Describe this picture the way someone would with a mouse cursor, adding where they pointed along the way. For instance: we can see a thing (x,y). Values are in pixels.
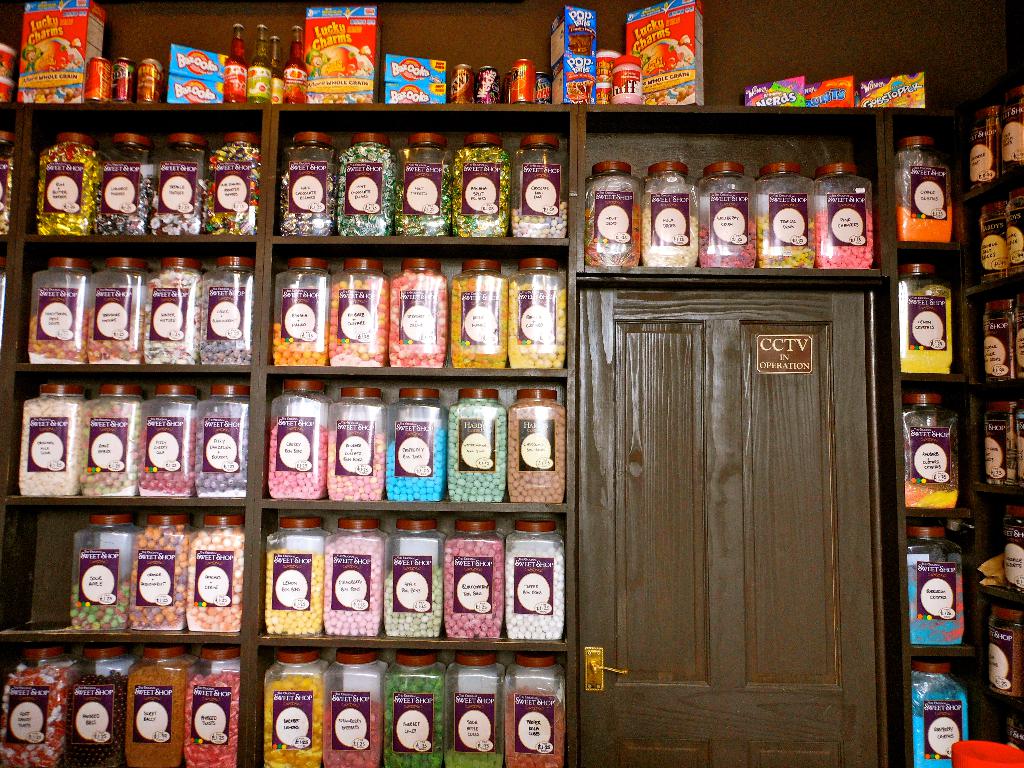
In this picture I can see plastic bottles (373,529) with some food items (327,433) in the shelves (396,246) and I can see bottles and few boxes (651,62), cans (534,76) on the top shelf (107,104) and I can see a wooden door (671,434) and a small board (778,363) with some text (790,350).
